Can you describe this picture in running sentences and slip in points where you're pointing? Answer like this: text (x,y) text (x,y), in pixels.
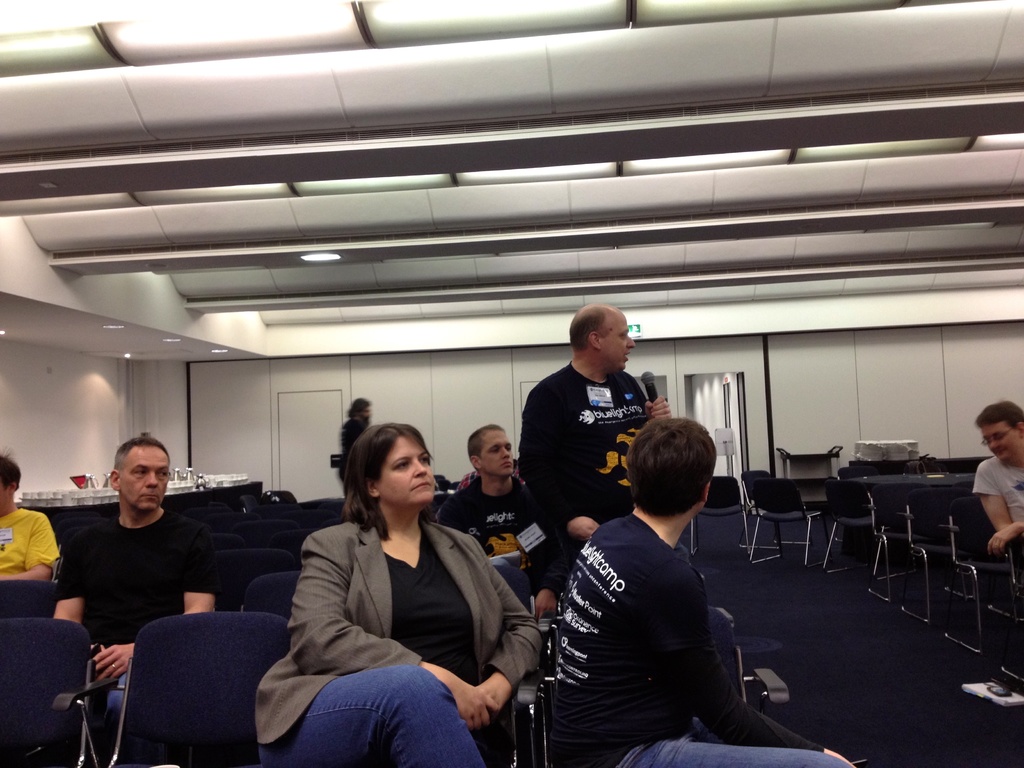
In this image there are group of people (387,655) sitting on the chairs (207,517), and there are two persons (346,427) standing, a person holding a mike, there are glasses (58,491) and some other objects (84,478) on the table (216,499), there are lights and a carpet (818,536).
